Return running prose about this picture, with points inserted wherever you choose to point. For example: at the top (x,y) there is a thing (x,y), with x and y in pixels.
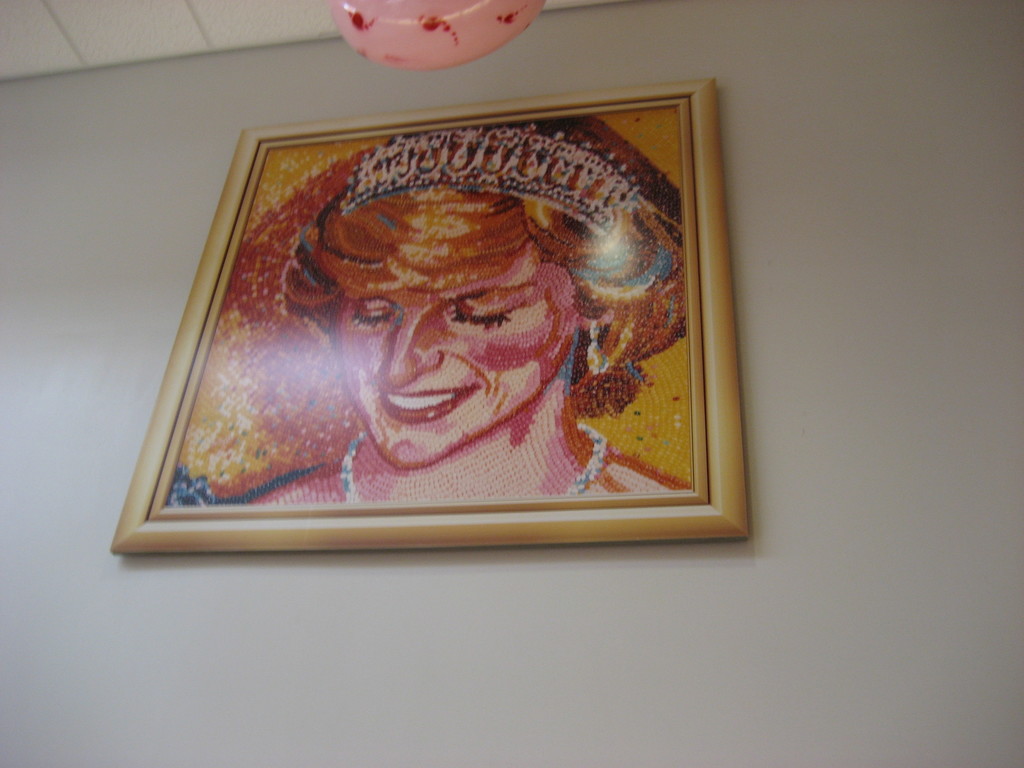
In this image I can see a photo frame (332,373) on the wall (464,596). It is looking like a painting (375,322).
